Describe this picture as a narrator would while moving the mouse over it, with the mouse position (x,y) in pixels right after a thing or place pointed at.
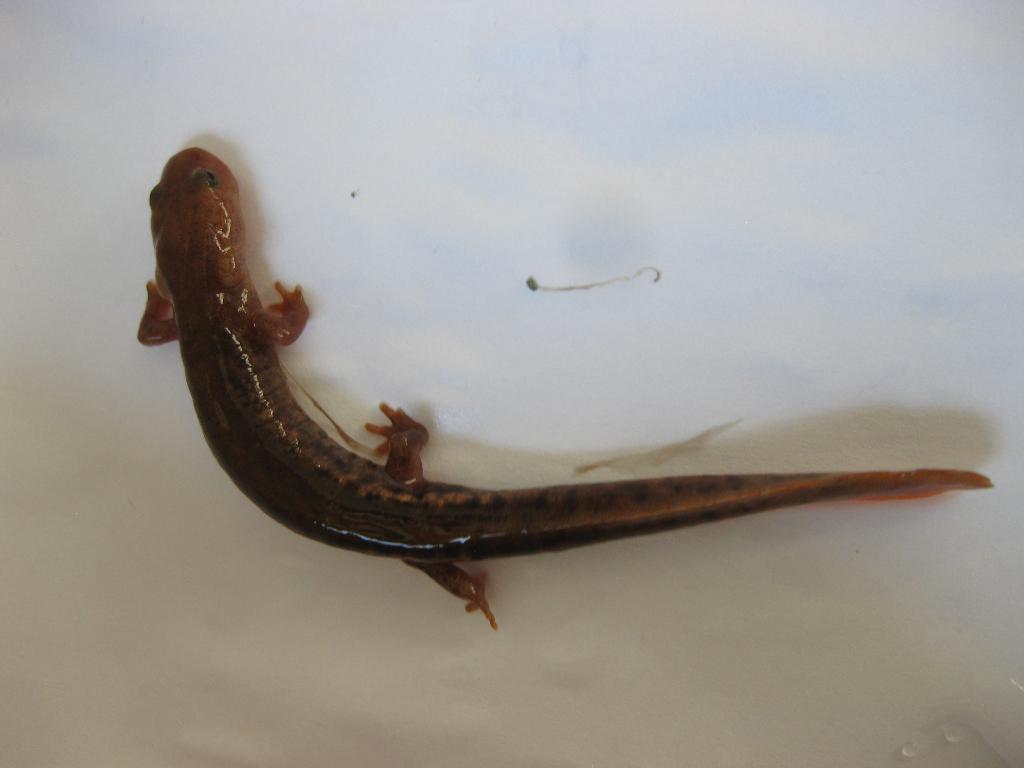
In this picture we can see a salamander (194,184) on the white surface (625,142).
